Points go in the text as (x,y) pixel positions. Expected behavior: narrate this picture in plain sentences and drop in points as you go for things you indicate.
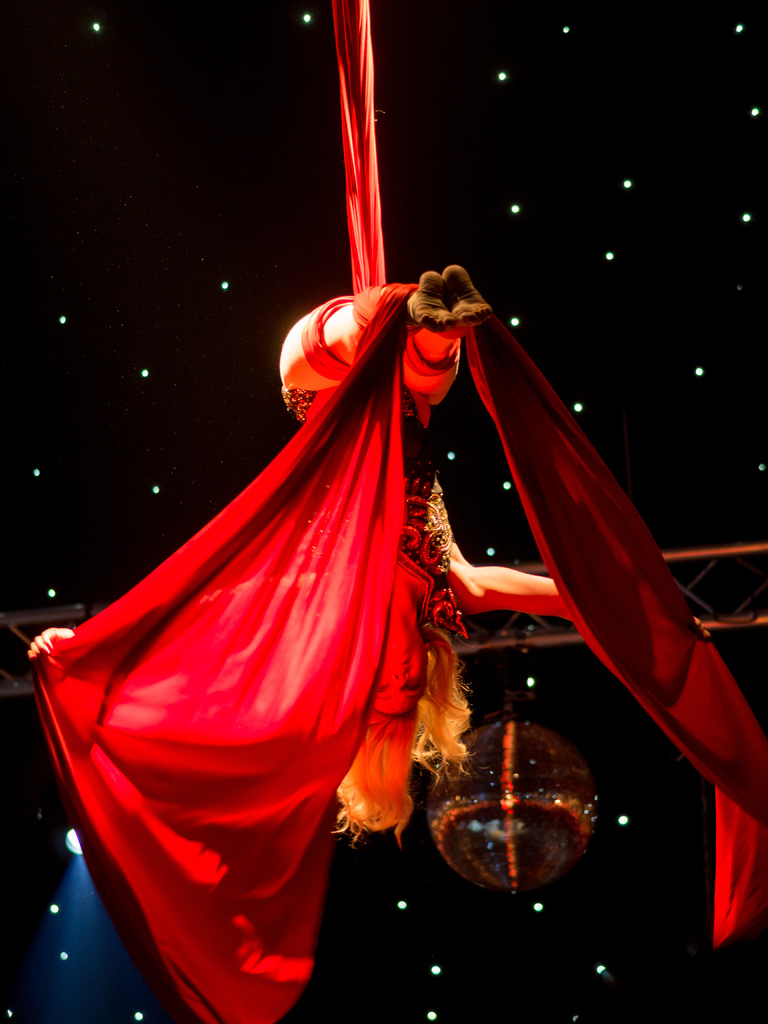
In this image I can see a person (477,610) holding a red color cloth (217,659), background (727,615) I can see a pole (477,646) and few lights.
